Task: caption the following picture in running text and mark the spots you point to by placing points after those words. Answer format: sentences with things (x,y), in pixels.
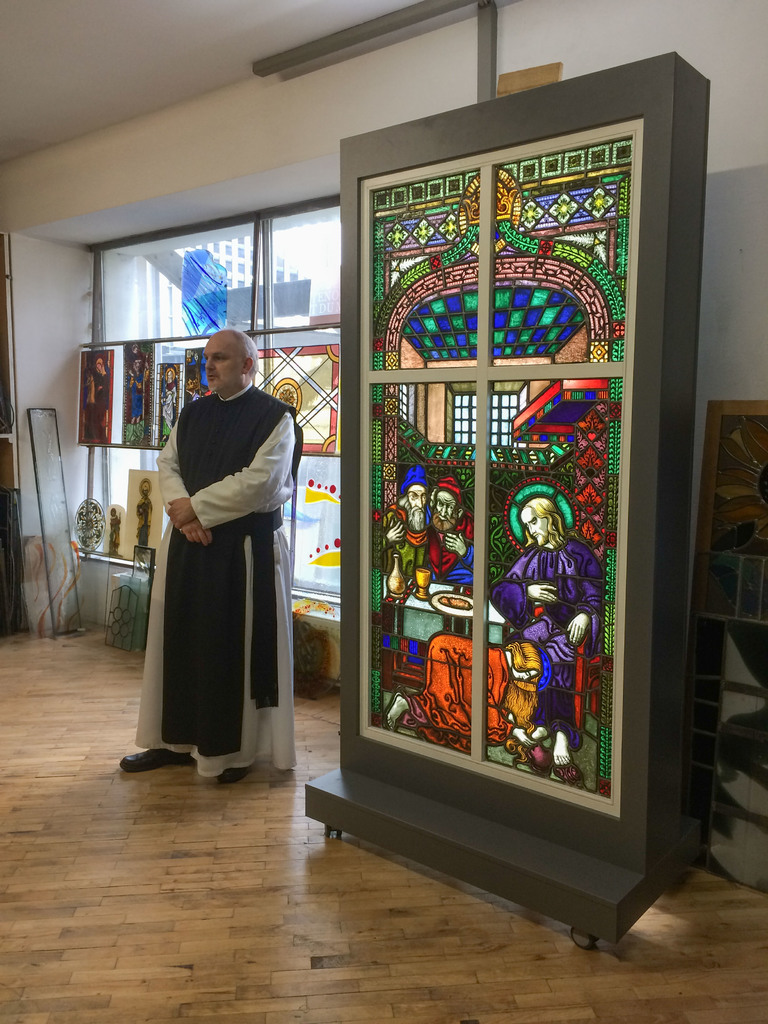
In this image I can see a person (192,435) wearing black and white dress (163,458) is standing on the brown colored floor (185,884). I can see the glass structure (593,493) in which I can see few persons (530,587) sitting, a person (471,650) bending and a table (421,611) with few objects (422,584) on it. In the background (279,170) I can see the wall (270,143), the ceiling (149,65) and the window (293,240) through which I can see a building (228,260) and the sky (283,229).
